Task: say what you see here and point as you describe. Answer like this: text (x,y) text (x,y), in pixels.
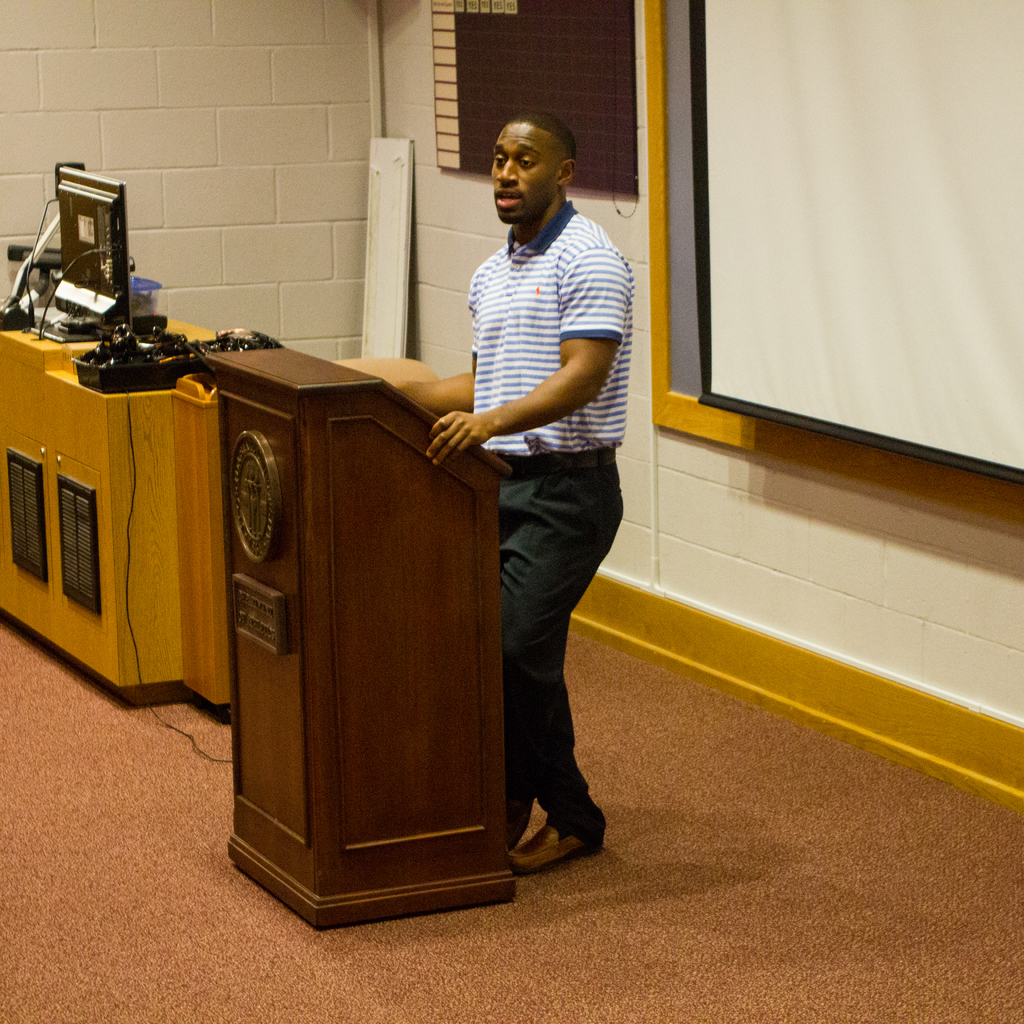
In this image there is a person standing near the podium (454,582), there is a monitor (116,312) and some other objects (30,329) on the table (138,390), and in the background (707,305) there is a screen (707,305) and a board (612,36).
